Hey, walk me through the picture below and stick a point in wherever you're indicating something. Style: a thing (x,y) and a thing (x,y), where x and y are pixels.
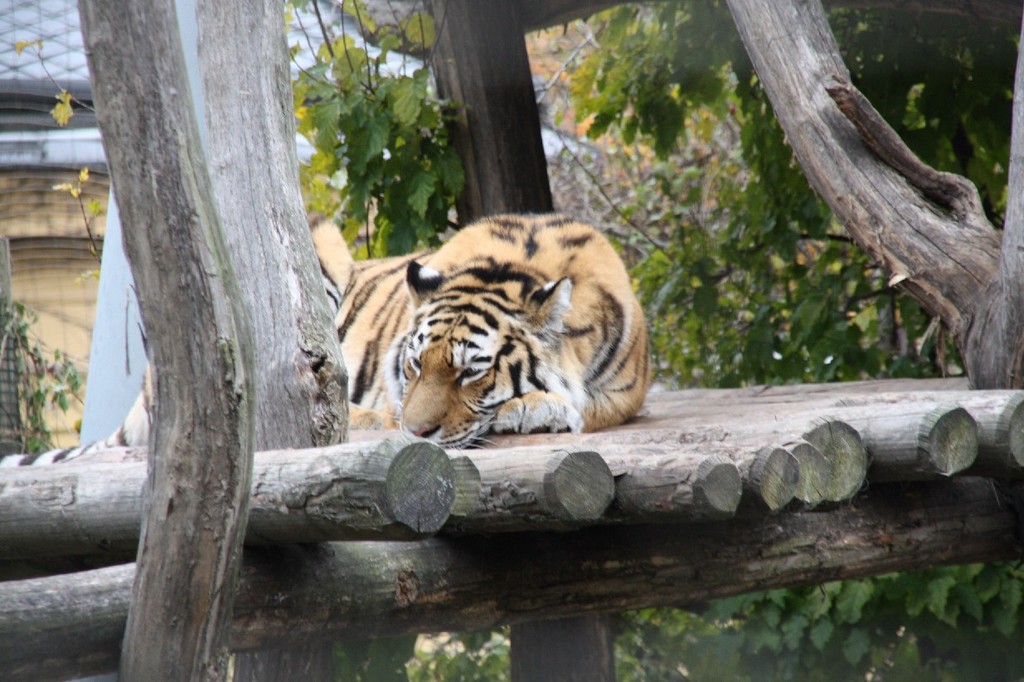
In the middle of the image (595,443) there is fencing (296,483), on the fencing (403,464) there is a tiger (349,282). Behind the tiger (441,426) there are some trees (347,193).
